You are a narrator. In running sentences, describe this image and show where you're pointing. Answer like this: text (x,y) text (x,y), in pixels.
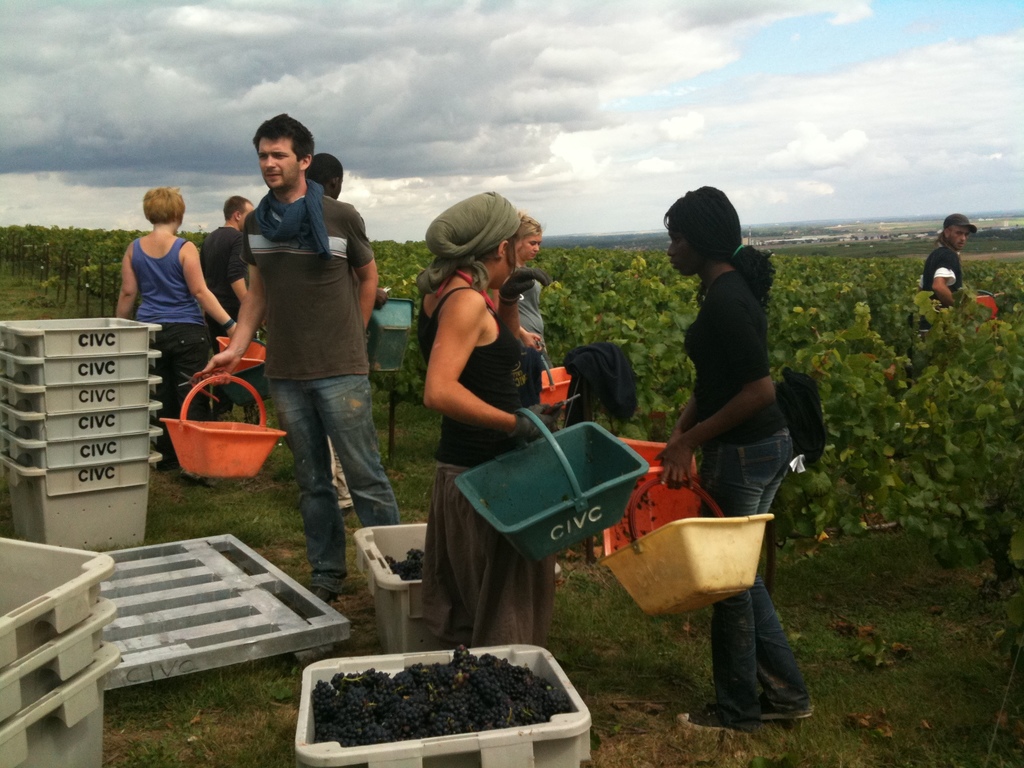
In this picture there are some men (355,299) and women (516,404) standing in front (310,274) and holding the baskets (695,565) in the hand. On the left side (93,458) there are many baskets (112,439) placed on the ground (89,310). In the background (640,358) there are some green grape plants (793,302). On the top (527,131) there is a clouds sky (380,117).
